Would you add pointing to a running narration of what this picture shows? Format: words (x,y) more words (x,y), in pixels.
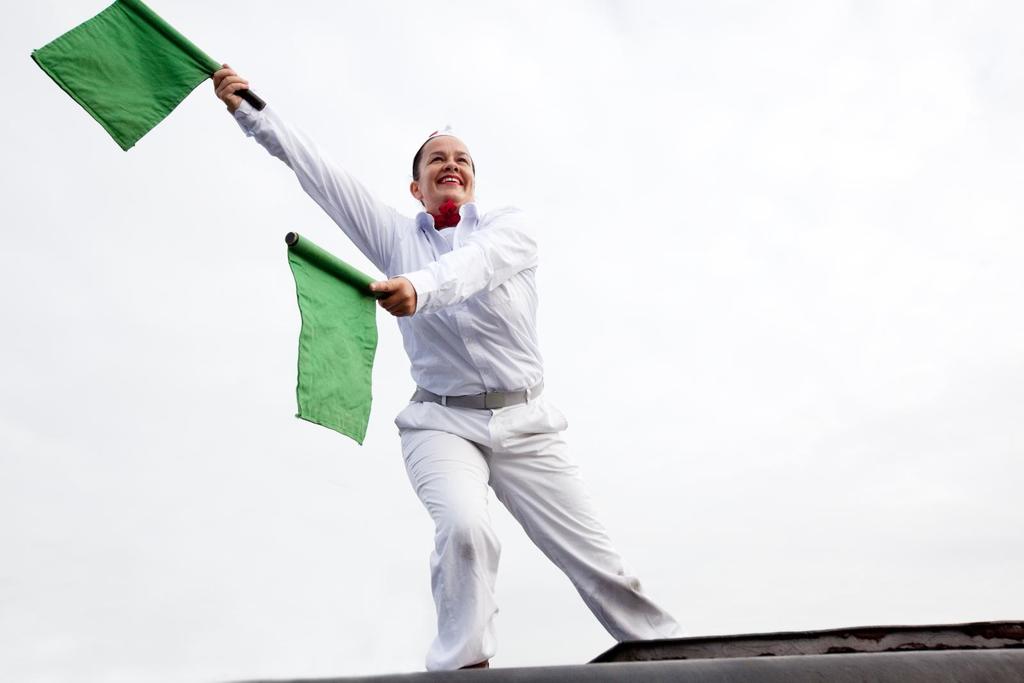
A person (467,304) is standing wearing a white shirt (509,334) and trousers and holding green flags (303,353) in their hands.
